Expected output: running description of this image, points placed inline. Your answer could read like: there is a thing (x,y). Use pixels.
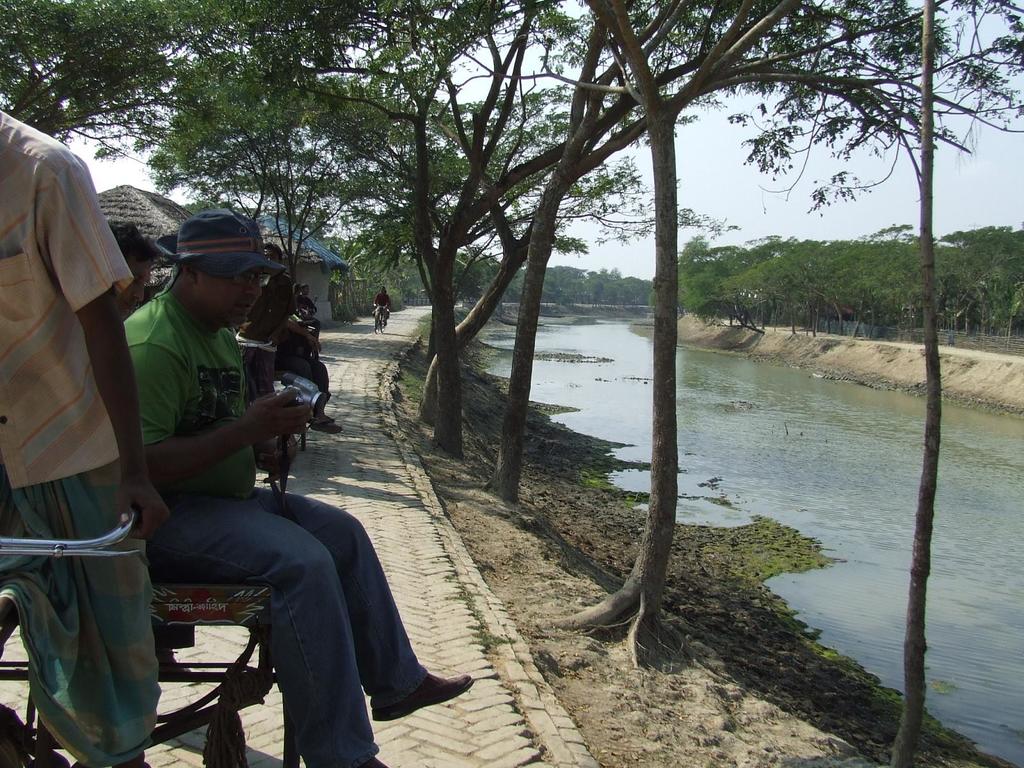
In this picture we can see river (783,484) of water (744,451) and left side of this water (862,490) we can see trees (857,298) and on left side (335,372) we can see road (425,579) and one person (384,288) is riding bicycle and other person (133,453) is riding rickshaw (172,614) and person (264,271) sat on the rickshaw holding camera (311,405) in his hand (285,405) wore cap (197,254), spectacle (253,276) and we can see some group of people (267,320) over there and beside to them we have houses (317,261) and above this we have sky (731,166).
